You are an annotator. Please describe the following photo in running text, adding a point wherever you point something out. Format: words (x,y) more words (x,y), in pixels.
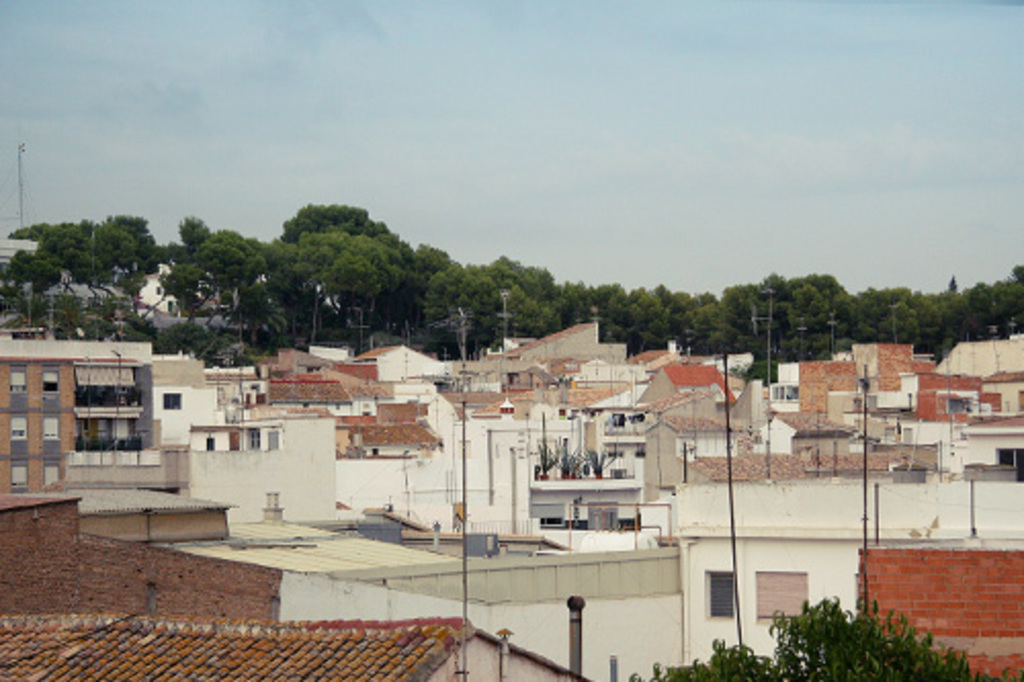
In this image I can see many houses (393,524) which are in white and brown color. In the back (333,322) I can see many trees (348,305) and the sky (463,131).
